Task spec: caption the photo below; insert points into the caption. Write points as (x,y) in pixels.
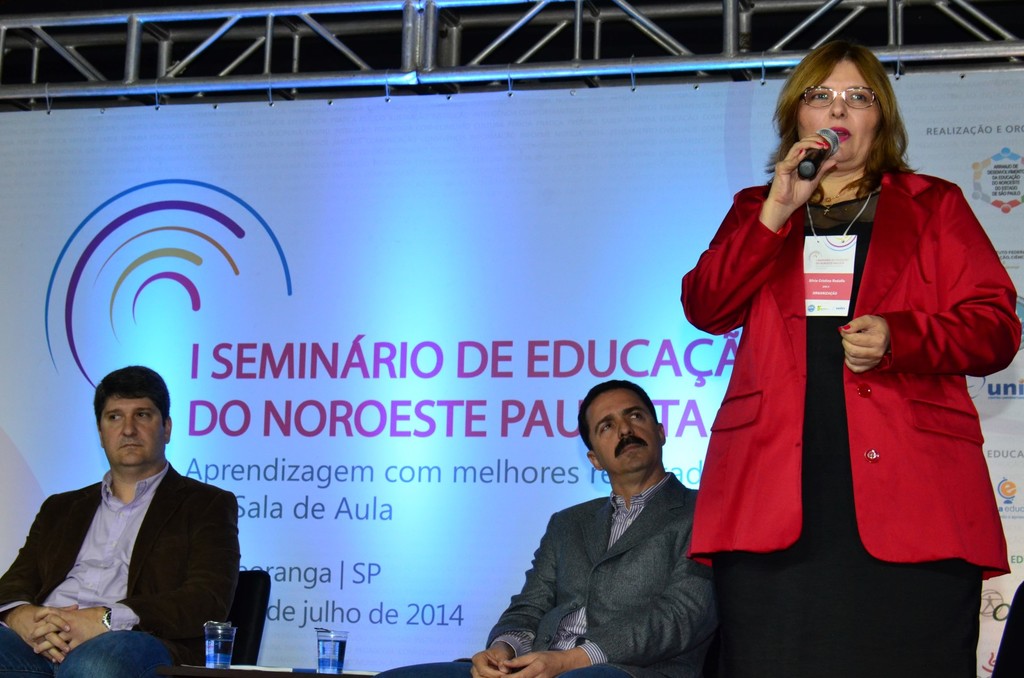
It is a seminar, there is a woman (773,607) standing on the stage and she is wearing red blazer (891,339) and she speaking something and behind her there are two men (574,652) sitting on the chairs (252,637), there is a table (235,666) between the men (625,660) and on the table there are two glasses (343,638). In the background (101,220) there is a big banner (460,340) and above that there is collection of iron rods (551,32).
